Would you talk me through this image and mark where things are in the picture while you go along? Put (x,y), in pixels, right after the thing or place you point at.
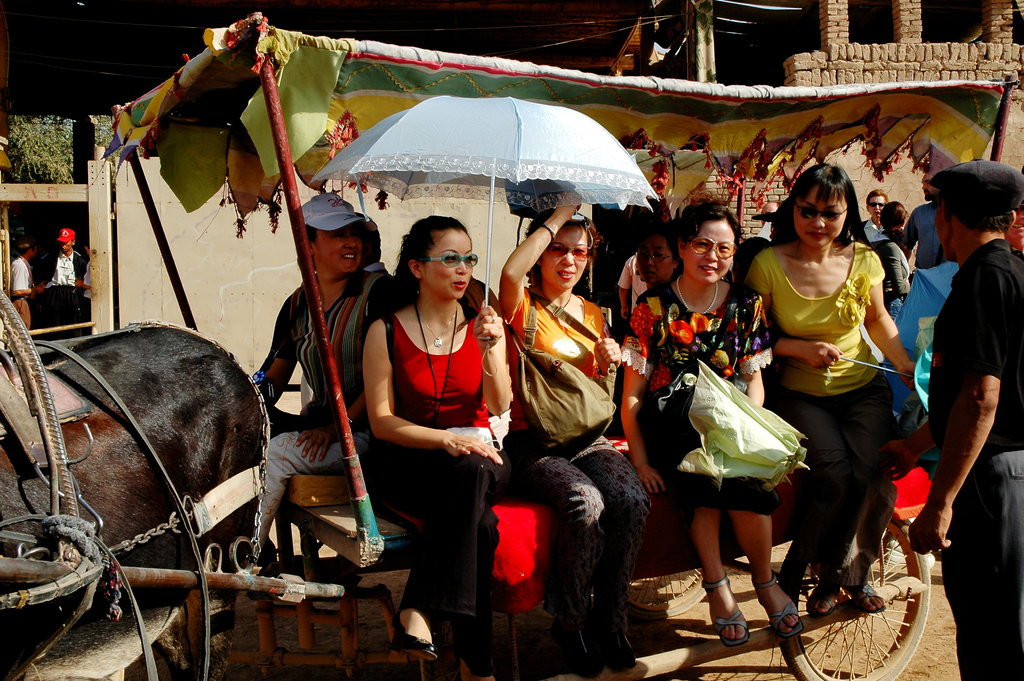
On the left (192,465) we can see horse (214,362). In the center (346,230) we can see few persons (391,368) were sitting on the cart (517,604) and holding umbrella (505,177). On the right (940,407) we can see one man (960,388) standing. In the background (894,73) there is a brick wall (876,73), tent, trees (40,155) and few persons (880,200) were standing.
